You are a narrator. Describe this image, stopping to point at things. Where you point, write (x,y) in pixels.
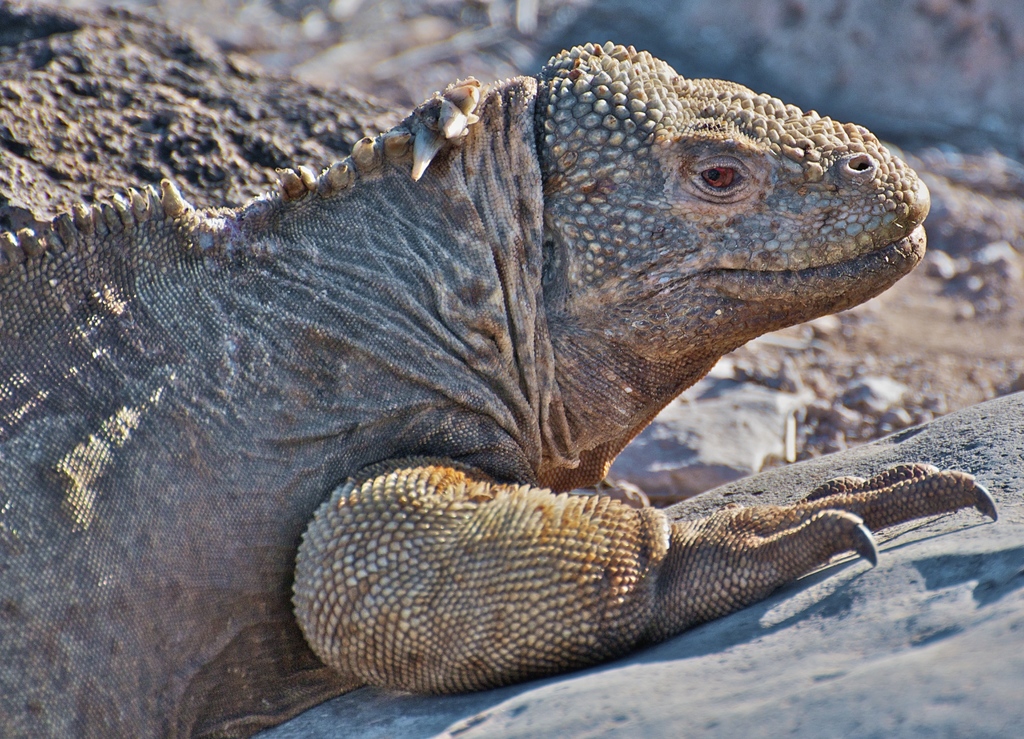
In this picture I can see a reptile (386,362) and I can see few rocks (983,691) on the ground (534,9).
